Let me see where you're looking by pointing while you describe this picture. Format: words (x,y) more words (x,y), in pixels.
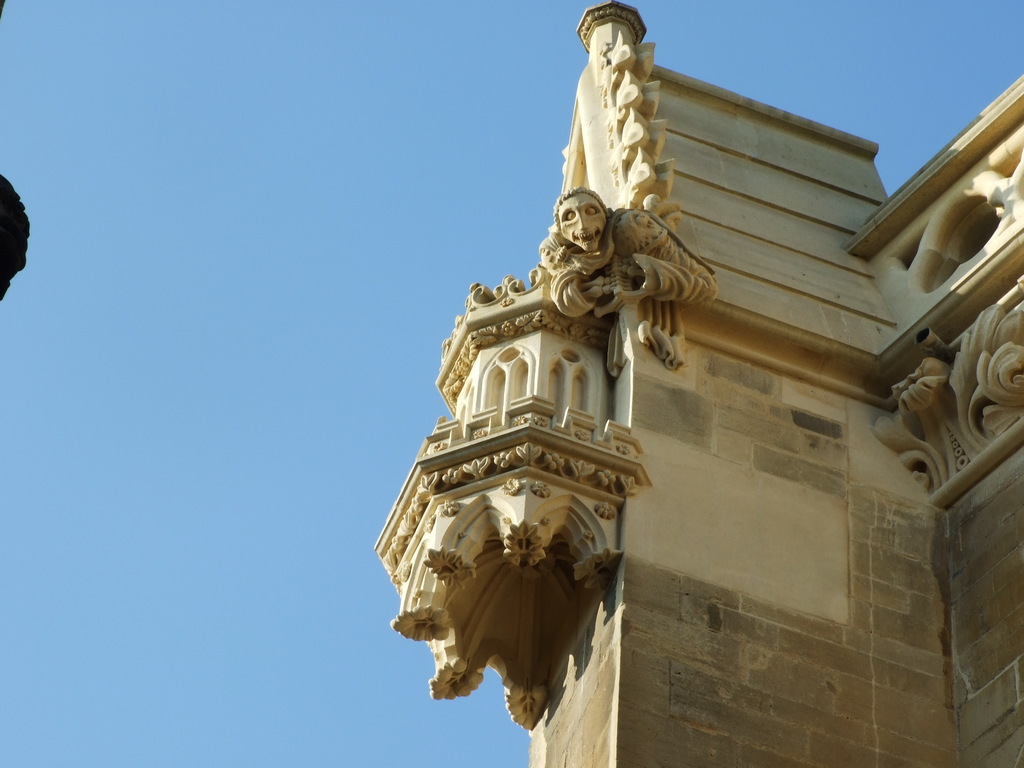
In this image we can see a building (606,375) and a sculpture (578,259) on it, in the background (221,413) we can see the sky (230,537).
